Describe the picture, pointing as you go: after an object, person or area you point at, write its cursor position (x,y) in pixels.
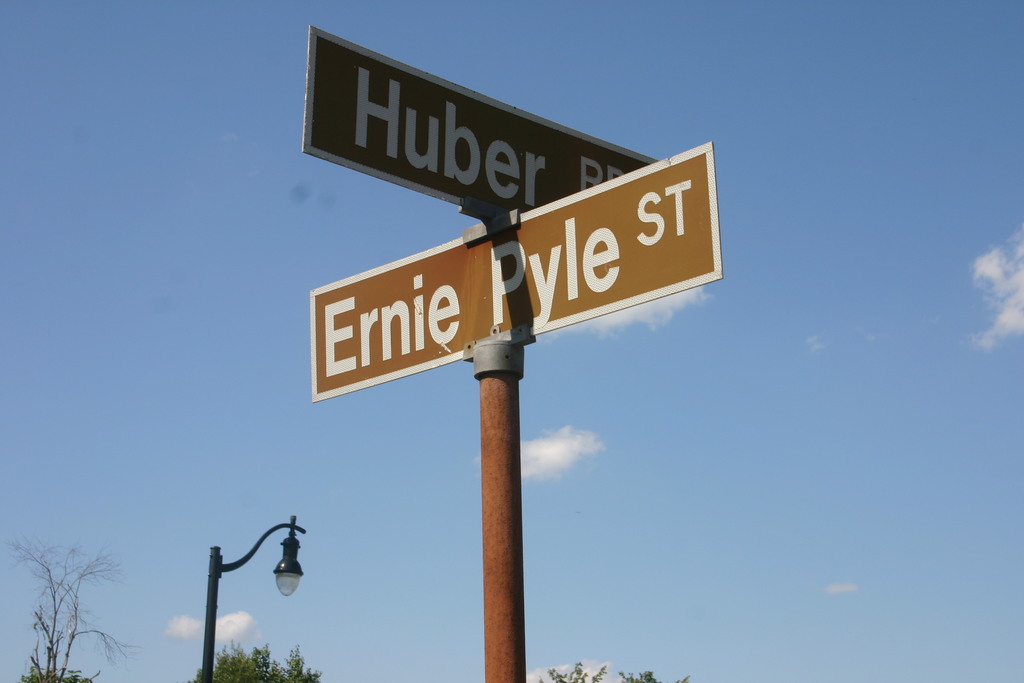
In the middle of the image (396,282) there are some poles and sign boards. Behind them there are some trees (70,630). At the top of the image (944,12) there are some clouds (612,670) in the sky (461,546).
